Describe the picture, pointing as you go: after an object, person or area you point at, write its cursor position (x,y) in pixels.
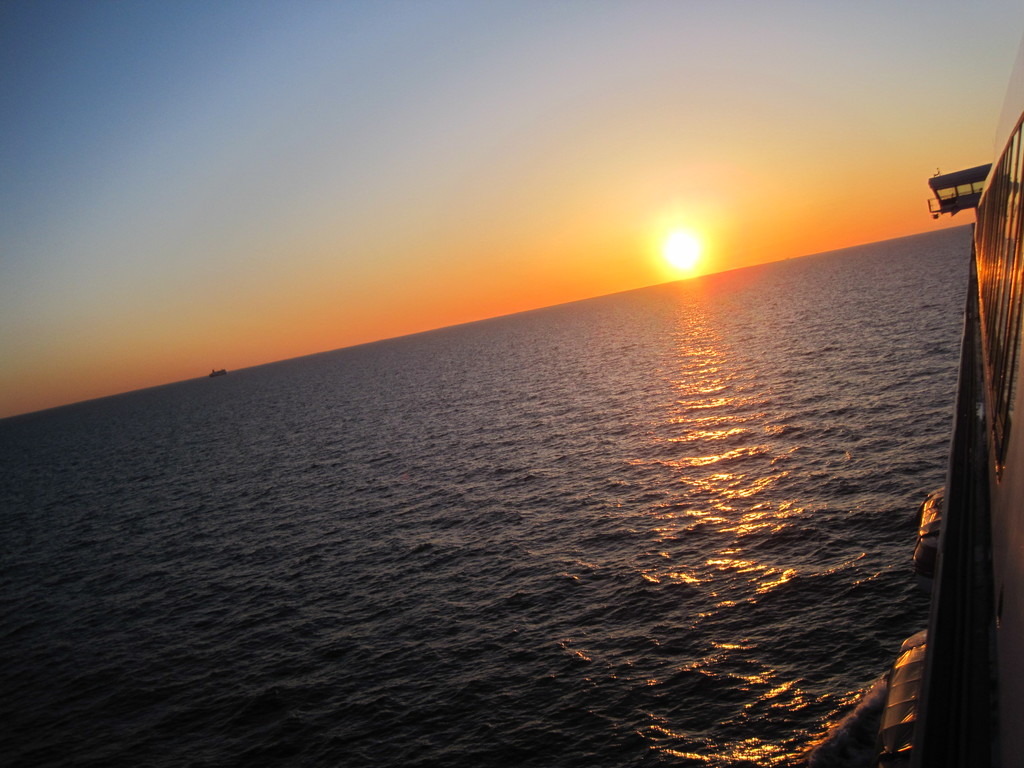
In this image at the bottom (118,575) there is an ocean (711,618). On the right side (994,418) there is one boat (996,425), and on the top of the image (527,132) there is sky (573,213) and in the center (682,266) there is sun (678,243).
